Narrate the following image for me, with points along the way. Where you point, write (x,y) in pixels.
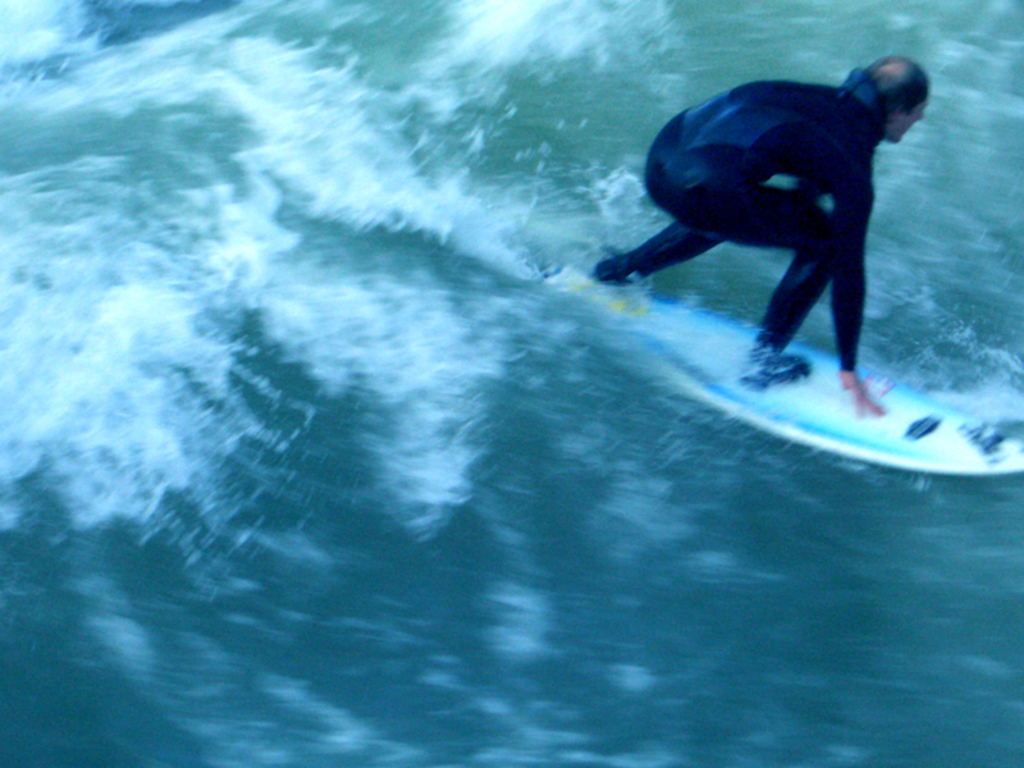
In this picture we can see a person (746,208) surfing on the water (462,355) with a surfboard (747,386).
